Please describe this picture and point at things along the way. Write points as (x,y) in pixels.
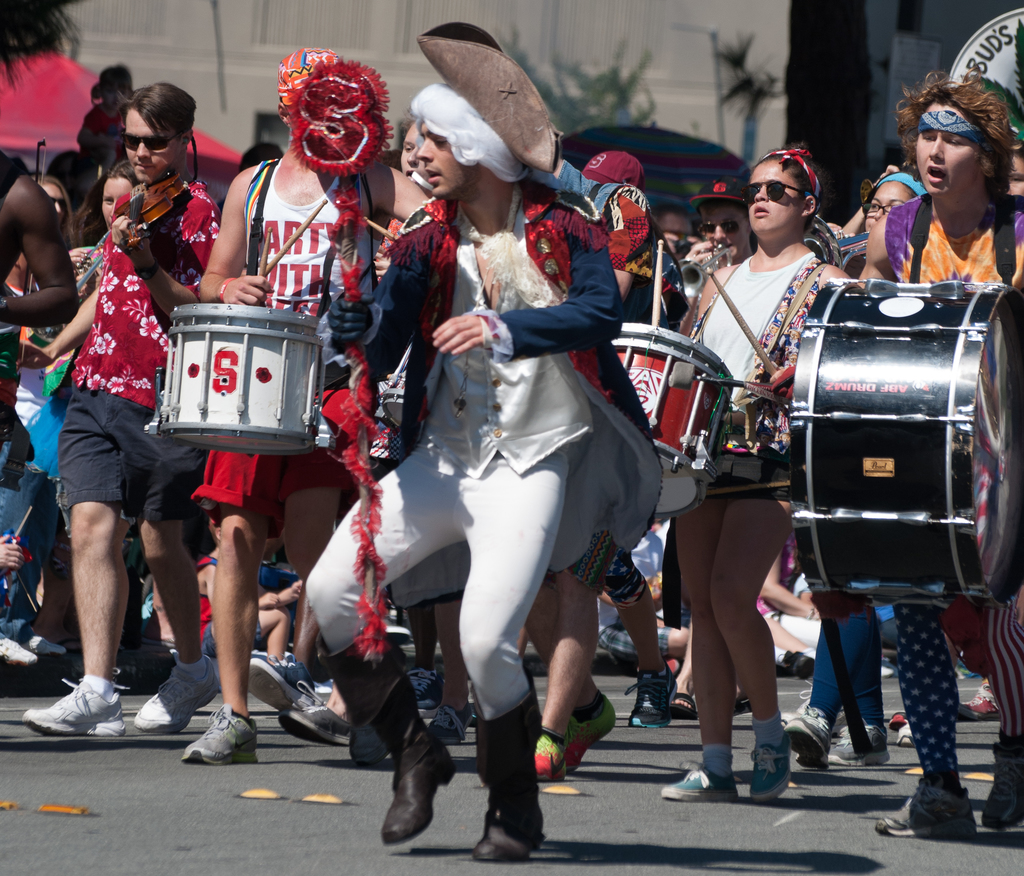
In this picture we can see some persons (554,414) playing musical instruments (240,346) on the road (187,818).
